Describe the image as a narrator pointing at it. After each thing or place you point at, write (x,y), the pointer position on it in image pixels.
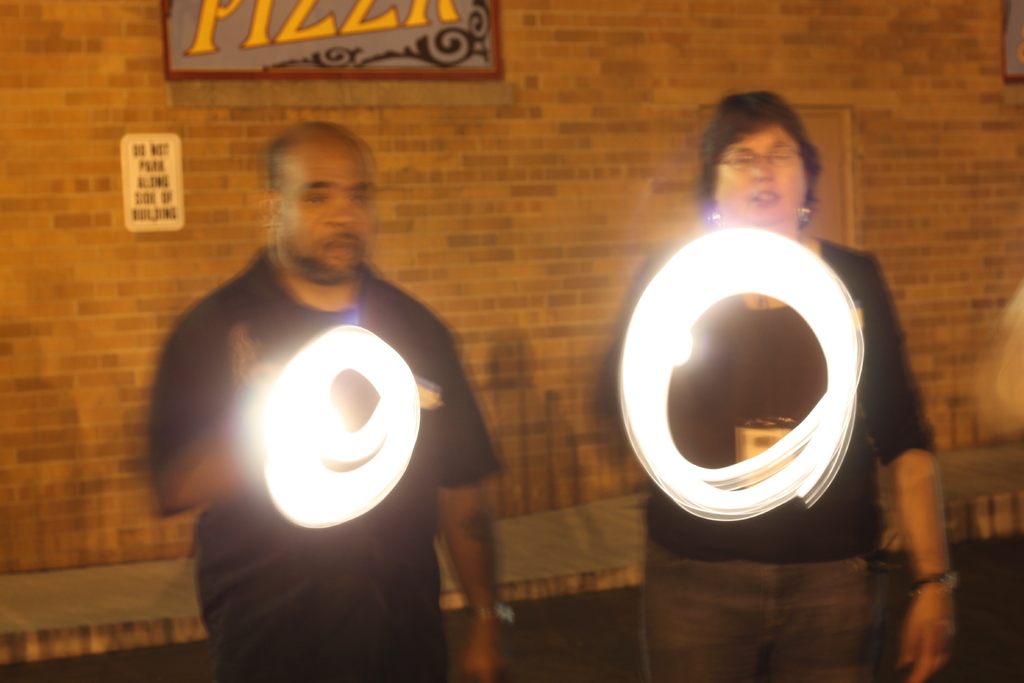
In this image, we can see persons (358,581) in front of the wall (585,210). These persons (345,582) are wearing clothes (445,460) and holding lights (257,413) with their hands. There is a board (370,28) at the top of the image (441,14).
